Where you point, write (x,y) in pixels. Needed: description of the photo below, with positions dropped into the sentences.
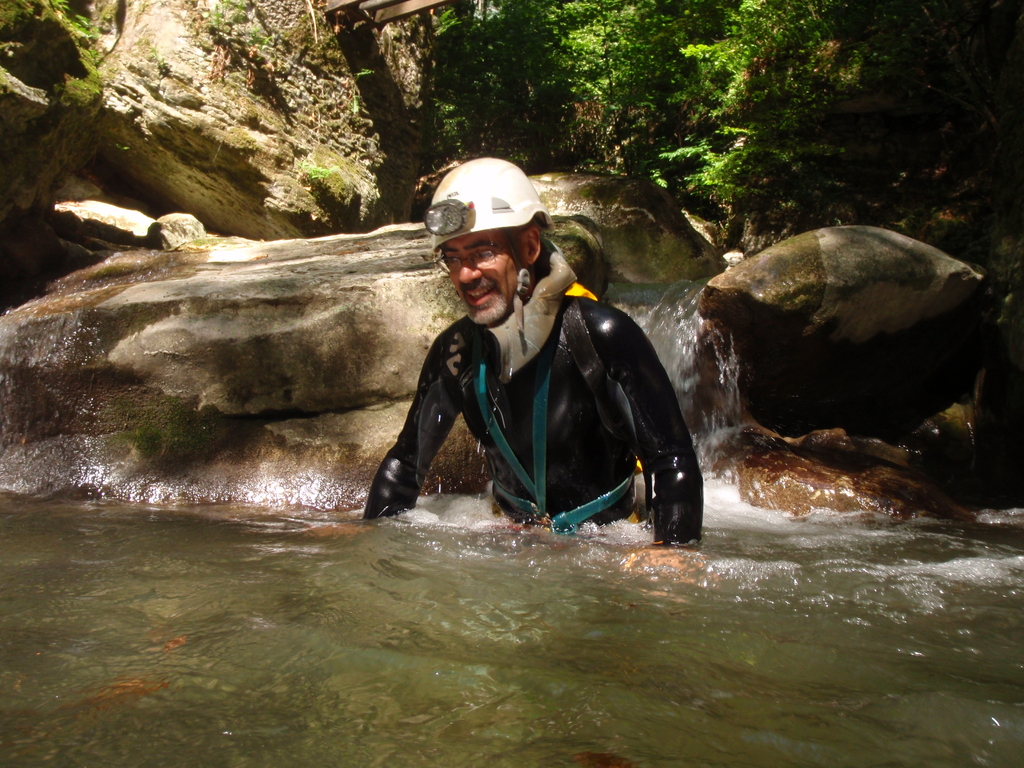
In this image, we can see a person (540,446) wearing a helmet (471,188) and in the water (592,589). In the background (735,296), we can see stones (722,287), waterfall (677,370) and plants (710,185).
